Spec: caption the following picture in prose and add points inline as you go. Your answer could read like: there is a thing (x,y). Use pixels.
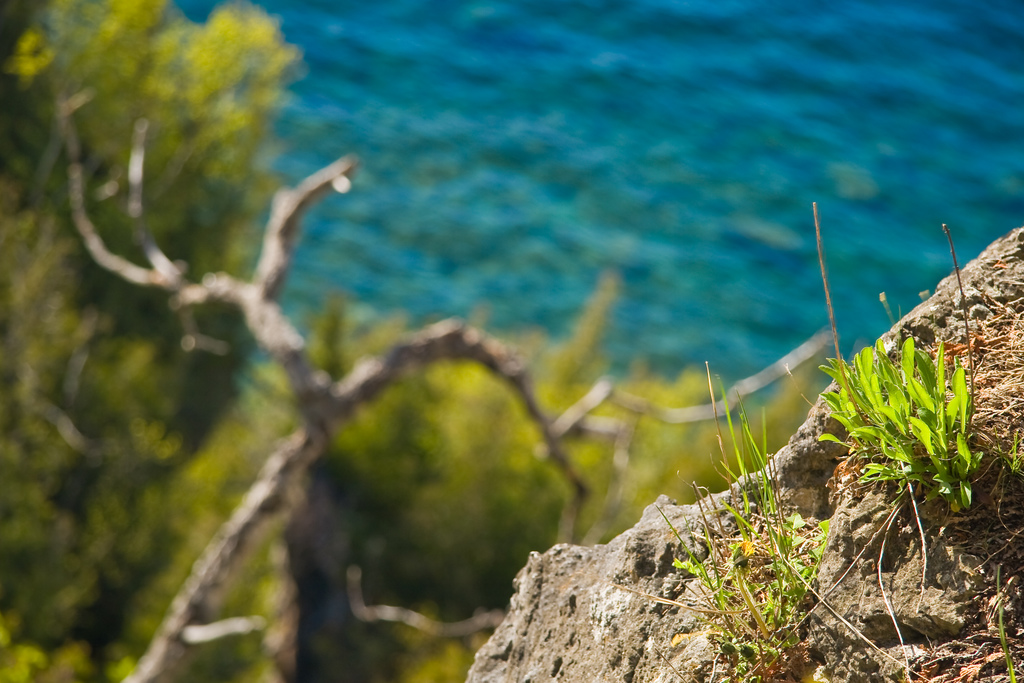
In the foreground of the image (903,483) there is grass (759,572) on the stone (648,603). There are trees (148,280) and water (535,149) in the background of the image (473,130).
